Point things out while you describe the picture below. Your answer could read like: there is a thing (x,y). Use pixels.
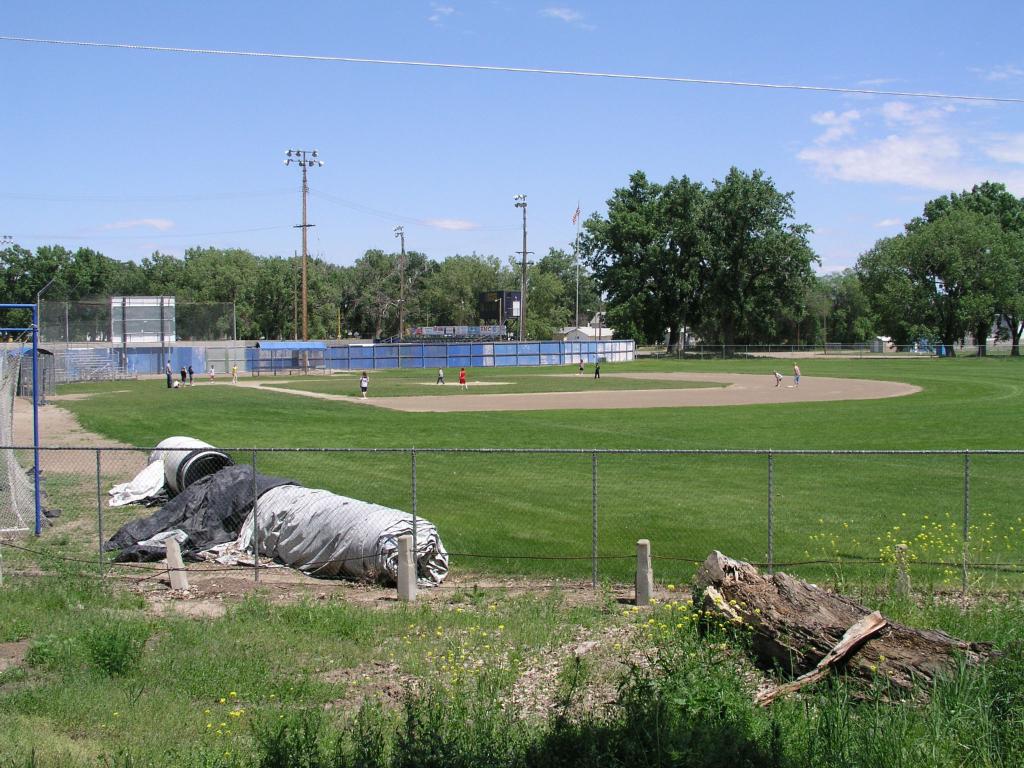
This picture shows few trees (425,272) around and few poles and a blue cloudy sky (603,142) and we see few people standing and we see couple of covers (223,514) and a roller (212,458) on the side and we see a metal fence (945,546) and grass (709,428) on the ground (709,428).
